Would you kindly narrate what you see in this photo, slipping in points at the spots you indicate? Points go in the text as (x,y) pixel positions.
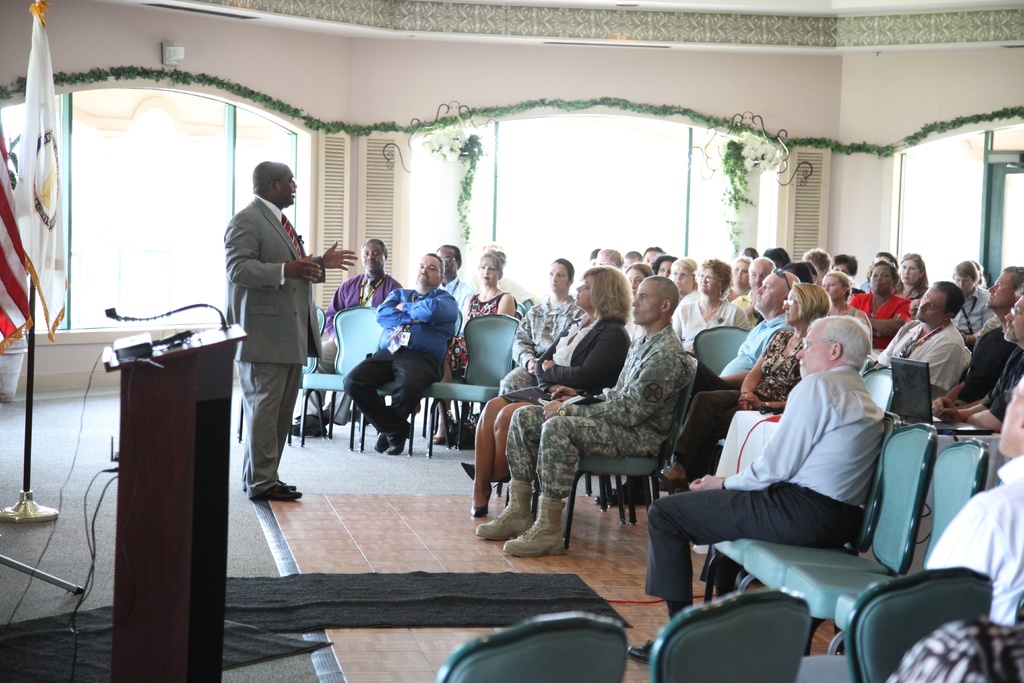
In this image, we can see people (617,332) sitting and there is a man (274,450) standing. In the background (778,138), there are flags (57,226) and there is a mic stand (189,541) and we can see some decor (804,143) on the wall (845,197).
